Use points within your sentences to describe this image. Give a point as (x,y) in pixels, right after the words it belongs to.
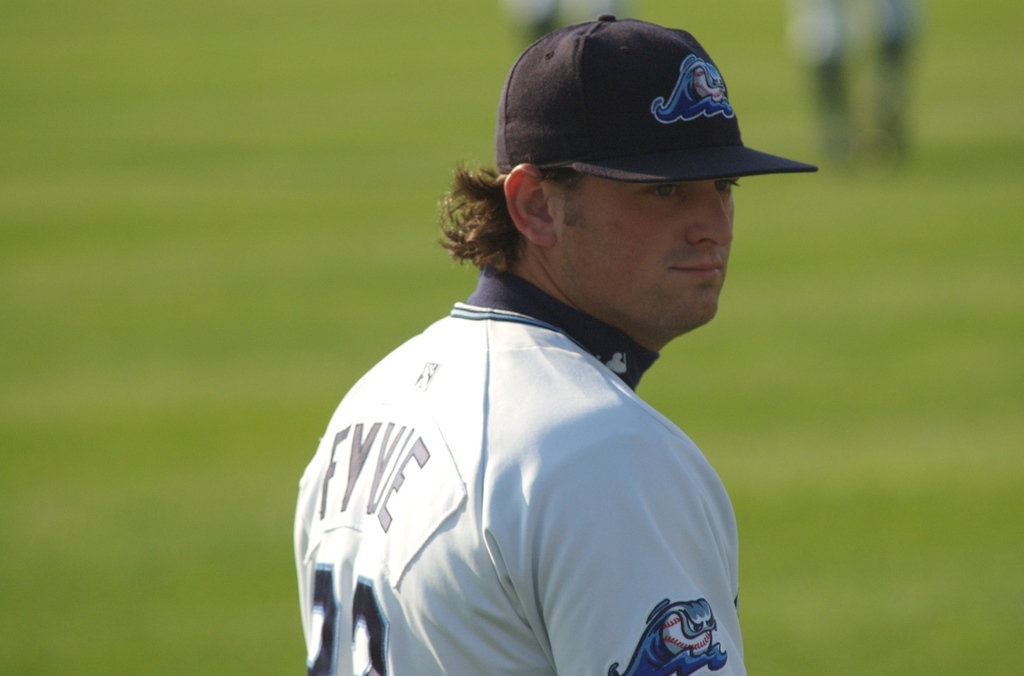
In this picture we can see a person (566,406) wearing a white t-shirt (567,484) and a cap (633,122). Background portion of the picture is blur and we can see people (889,59).
